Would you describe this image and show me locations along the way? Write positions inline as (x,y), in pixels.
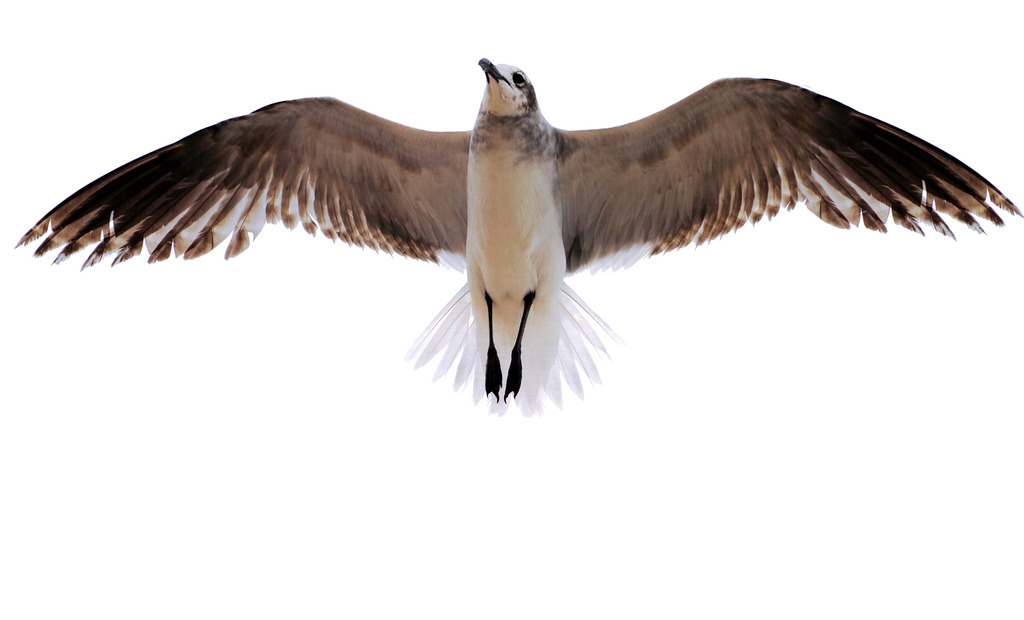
In this picture there is a bird (358,217) which is in brown and white color is flying in the air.
